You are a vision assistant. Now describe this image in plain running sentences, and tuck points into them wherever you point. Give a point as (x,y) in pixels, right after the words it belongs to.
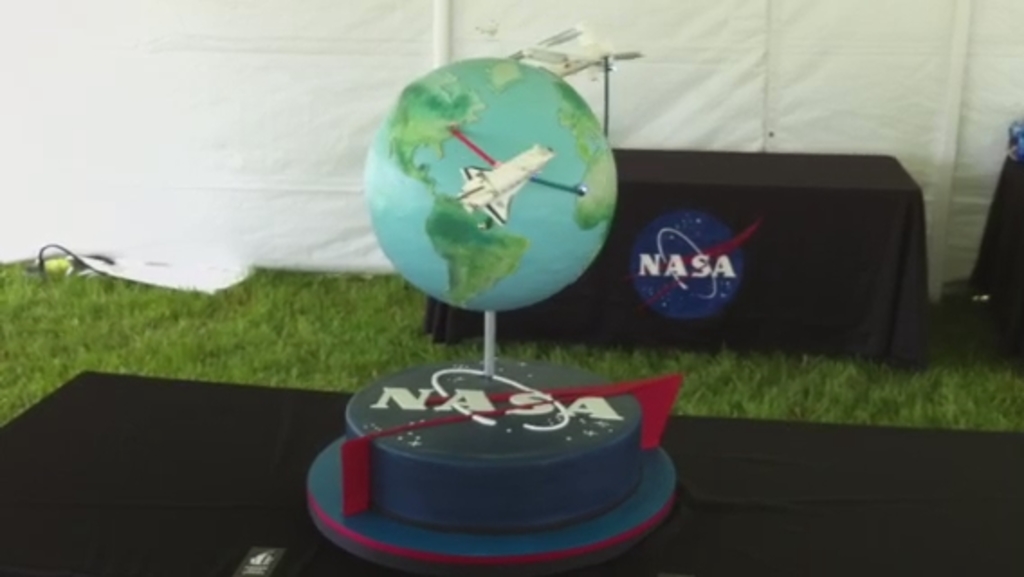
In the foreground of this image (585,452), it seems like a cake (521,465) on a table (245,469). In the background (745,199), there is a table (781,223) on which there is a black color cloth (813,215) and a white canopy (262,69).
